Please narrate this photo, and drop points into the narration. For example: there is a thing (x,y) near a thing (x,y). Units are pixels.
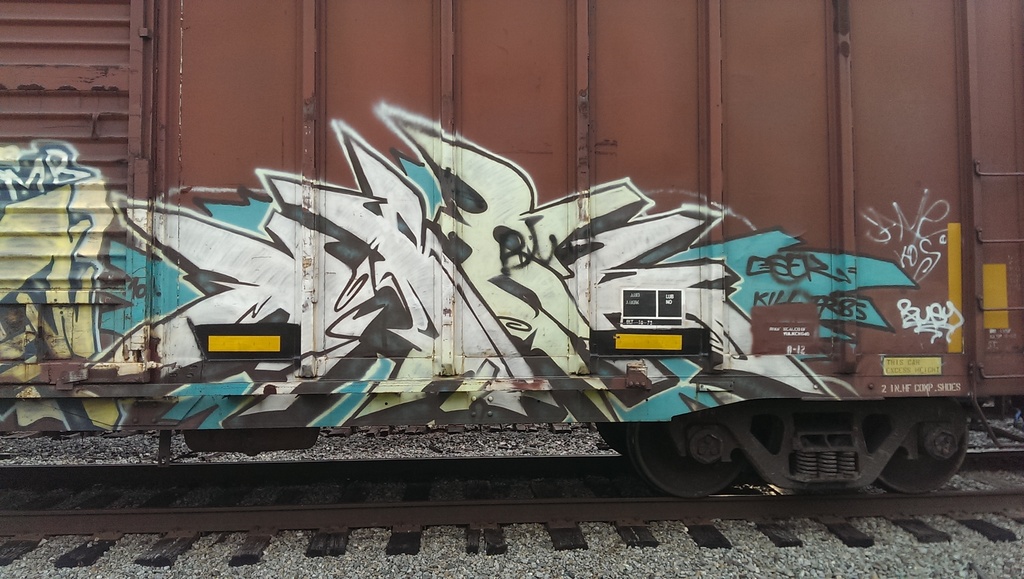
In this image we can see some Graffiti (610,266) on a train (496,201) which is on the track (502,545). We can also see some stones (518,551).
